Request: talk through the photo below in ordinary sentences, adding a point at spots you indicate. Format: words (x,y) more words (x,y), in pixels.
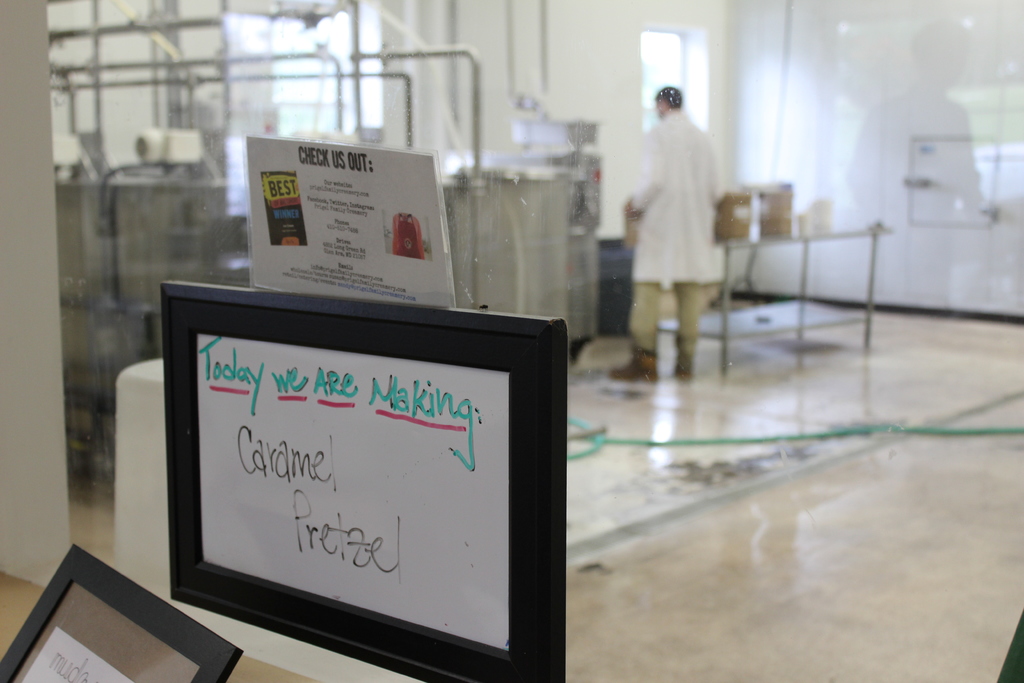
In this image, we can see a black color frame (431,330) on the glass mirror (568,289), in the background (672,248) we can see a person (659,191) standing and wearing a white color coat (669,203), there is a table (805,249), there is a white color wall (891,84) and there are some windows (644,59).
